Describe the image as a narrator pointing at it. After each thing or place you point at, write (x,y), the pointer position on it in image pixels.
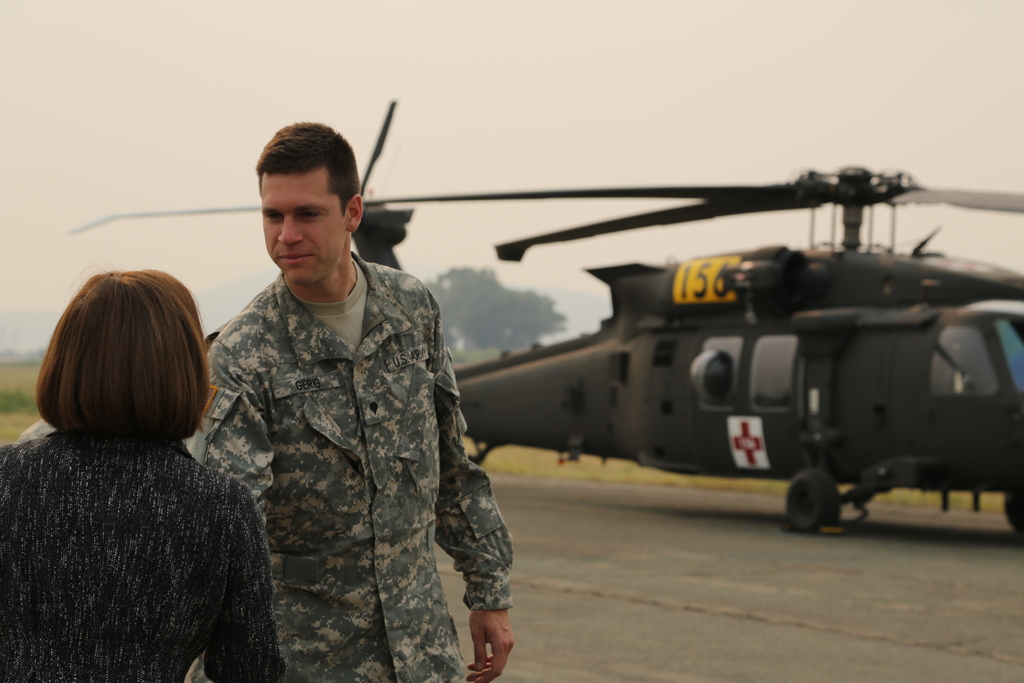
In this image we can see two persons (417,289) are standing on a ground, there is a helicopter (764,361), there are wheels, at the back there are many trees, there is grass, there is sky (715,20) at the top (772,56).
